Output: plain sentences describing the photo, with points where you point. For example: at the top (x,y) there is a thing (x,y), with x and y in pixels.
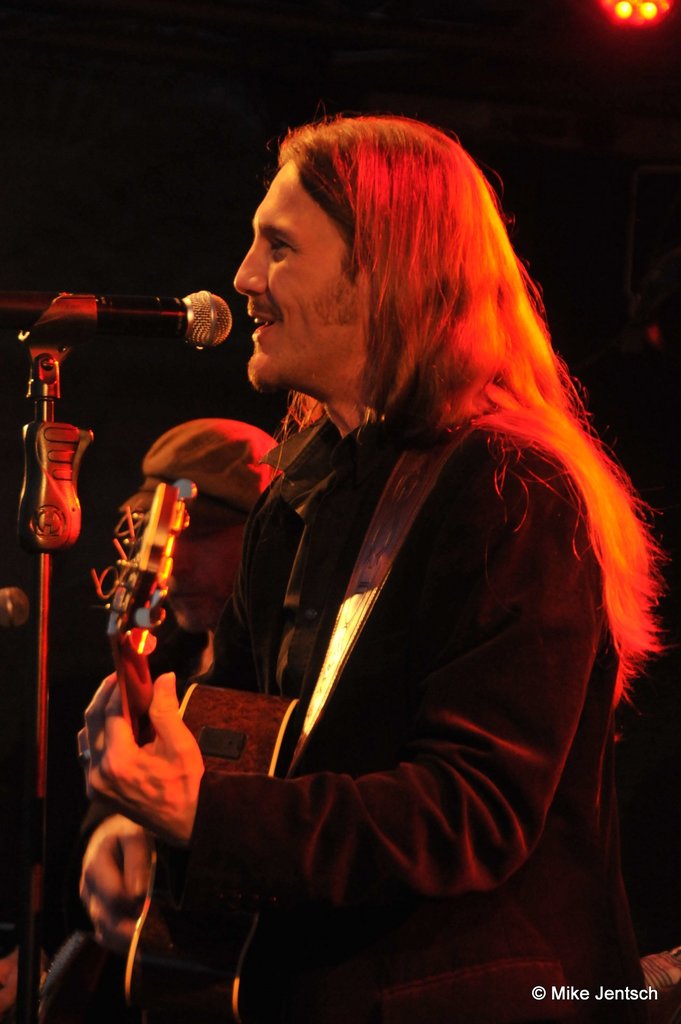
In this image there are two men (318,598) standing towards the bottom of the image (288,742), there is a man (271,595) singing, he is playing a musical instrument (219,760), there is a man (212,571) wearing a cap (232,457), there is a stand (40,663) towards the left of the image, there is a microphone (186,318) towards the left of the image (112,313), there is text (573,993) towards the bottom of the image (608,996), there is a light (626,17) towards the top of the image (648,7), the background of the image (171,193) is dark.
